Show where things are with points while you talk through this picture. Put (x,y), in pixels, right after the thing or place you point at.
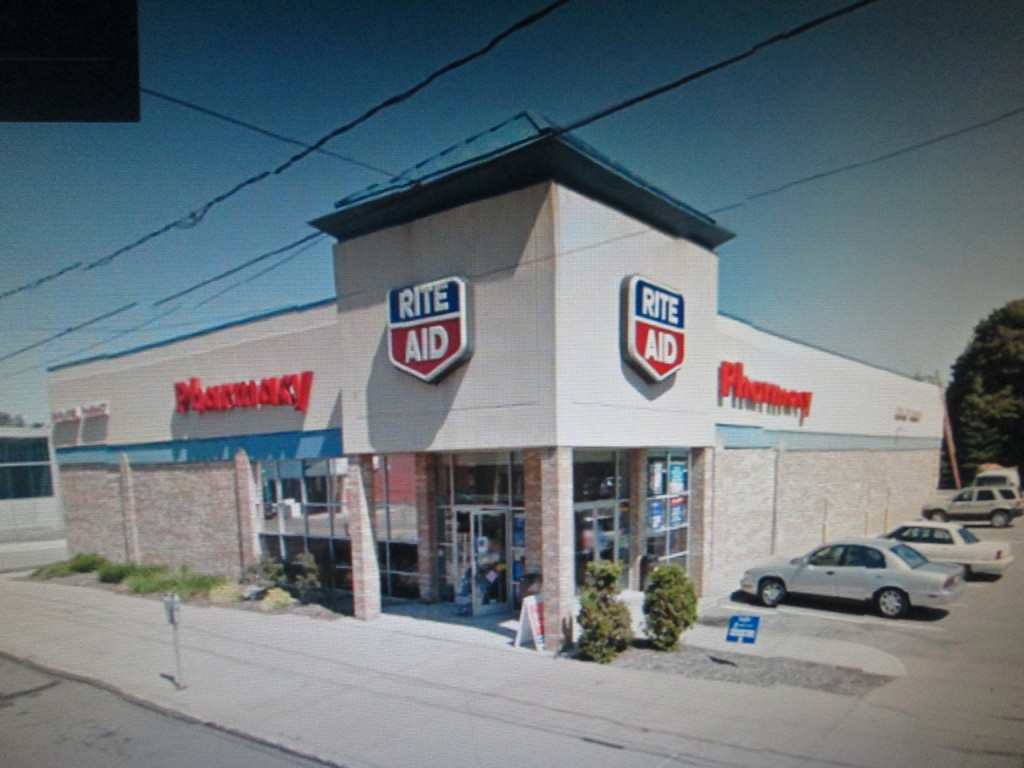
Here in this picture we can see a store (204,362) present on the ground (60,608) and on the right side (985,492) we can see some cars (890,536) also present and in the front (663,575) we can see some plants (281,569) present and we can see hoardings (443,365) on the store (632,388) and above that we can see cable wires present and in the far we can see trees (964,376) present and we can see the sky (753,282) is clear.
